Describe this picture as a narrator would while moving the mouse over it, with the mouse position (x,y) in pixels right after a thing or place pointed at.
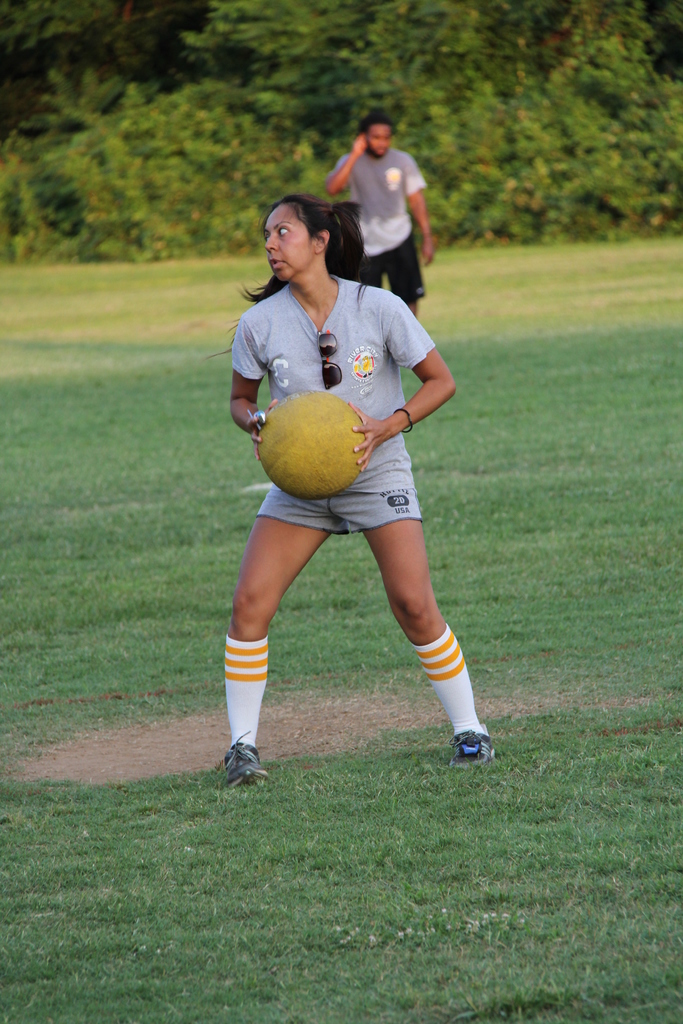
in this picture we see a woman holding a ball (314,413) in her hand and we see a man (384,245) on the back (387,260) and trees (127,81) around.
